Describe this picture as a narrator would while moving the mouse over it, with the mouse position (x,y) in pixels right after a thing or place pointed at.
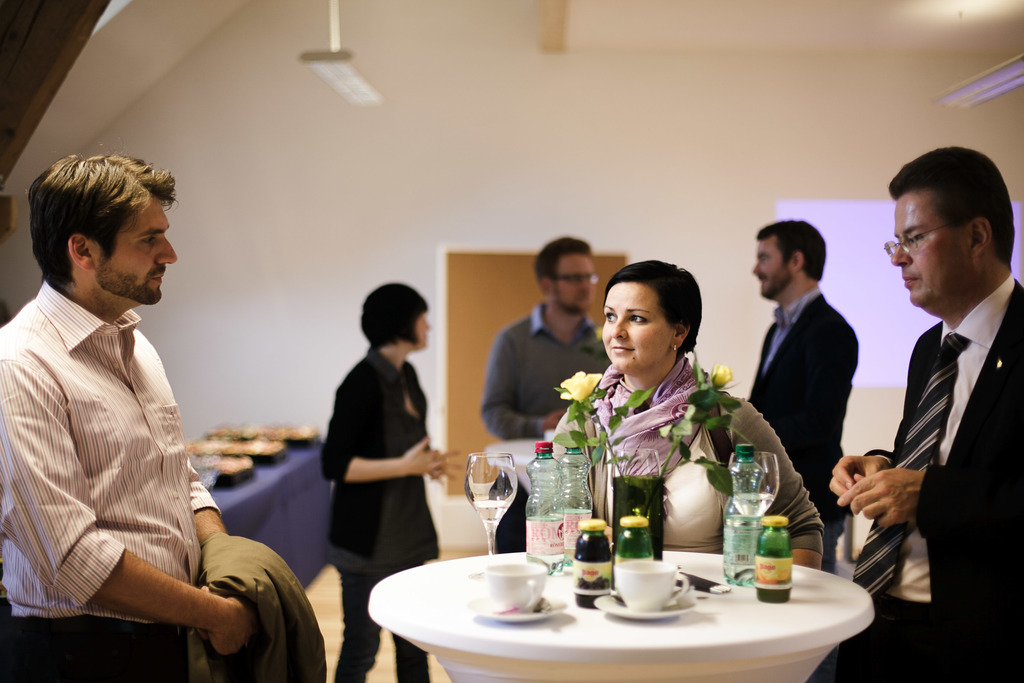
In this image there are four men (960,549) standing, there are two women (379,330) standing, there is a man (214,509) holding a cloth (278,596), there is a table (585,623) towards the bottom of the image (436,594), there are objects (592,552) on the table (690,555), there is a light (995,74) towards the right of the image (977,87), there is an object (68,35) towards the top of the image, there is a board (484,298) behind the man (519,355), at the background of the image (263,31) there is a wall (602,146).
